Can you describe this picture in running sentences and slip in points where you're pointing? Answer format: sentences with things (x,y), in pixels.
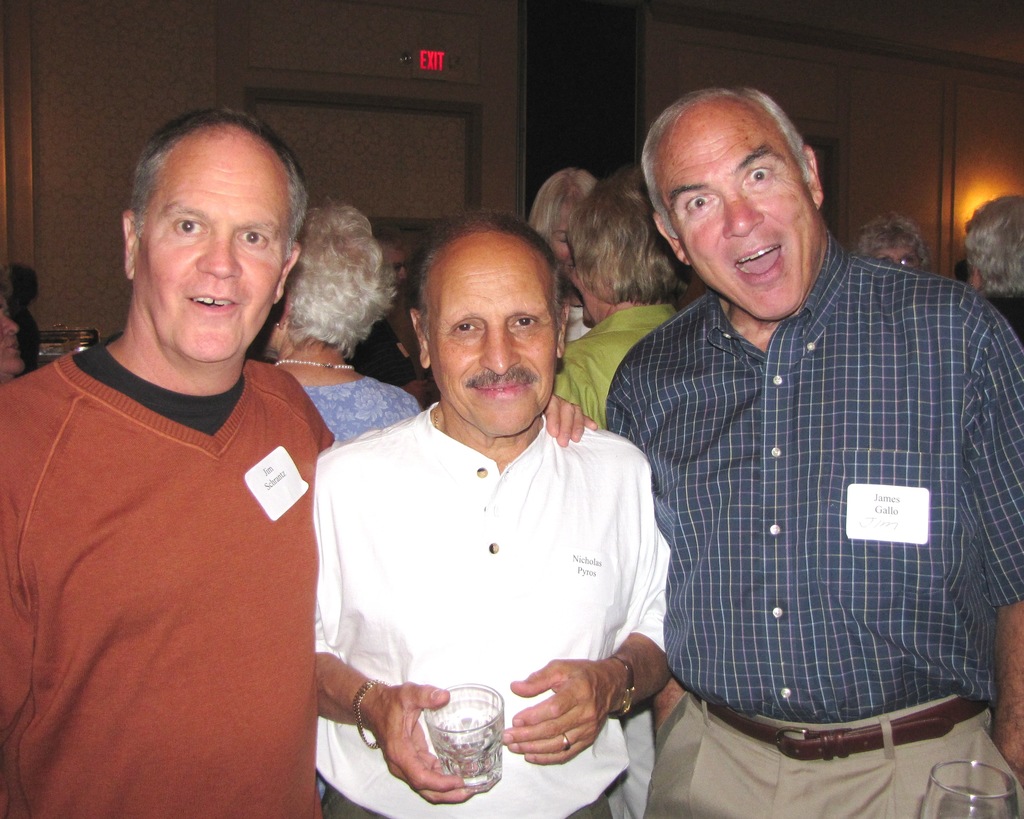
In the image we can see three men (344,688) wearing clothes (512,555) and the middle man (470,640) is holding a glass (428,722) in hand (422,737) and they are smiling. Behind them there are many other people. Here we can see the wall (424,75), badge (291,489) and instruction board (424,62).
